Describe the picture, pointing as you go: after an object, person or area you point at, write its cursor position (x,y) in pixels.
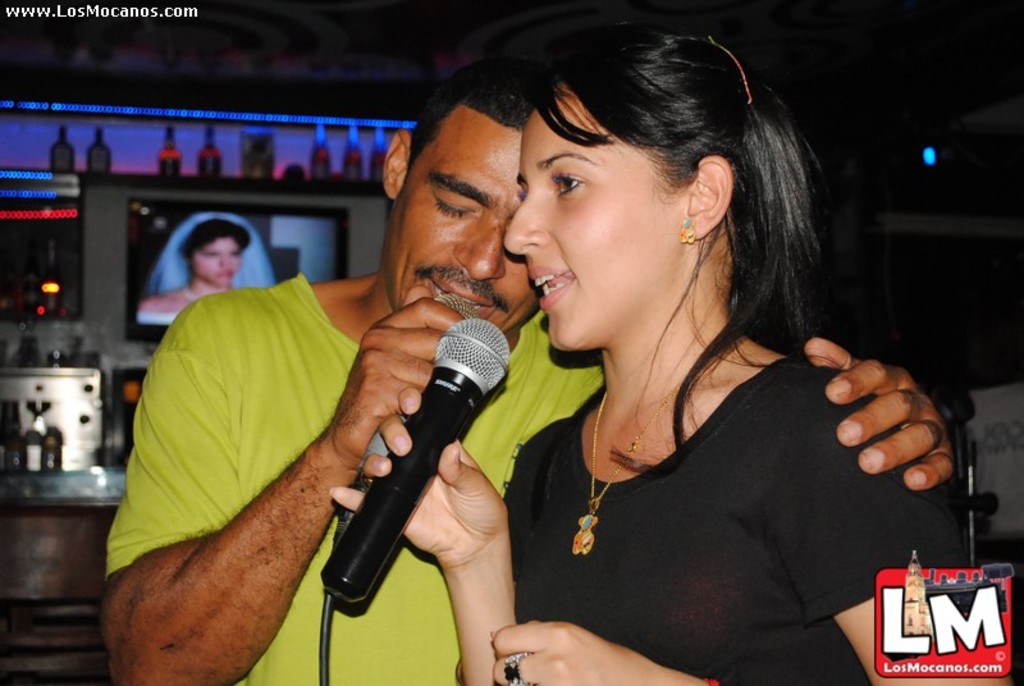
In this picture we can see a man (455,255) and woman (667,304), they are holding microphones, in the background (196,199) we can see screens (154,207), lights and bottles (206,157), in the top left hand corner (99,10) we can see some text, in the bottom right hand corner (914,581) we can see a logo (938,586).
